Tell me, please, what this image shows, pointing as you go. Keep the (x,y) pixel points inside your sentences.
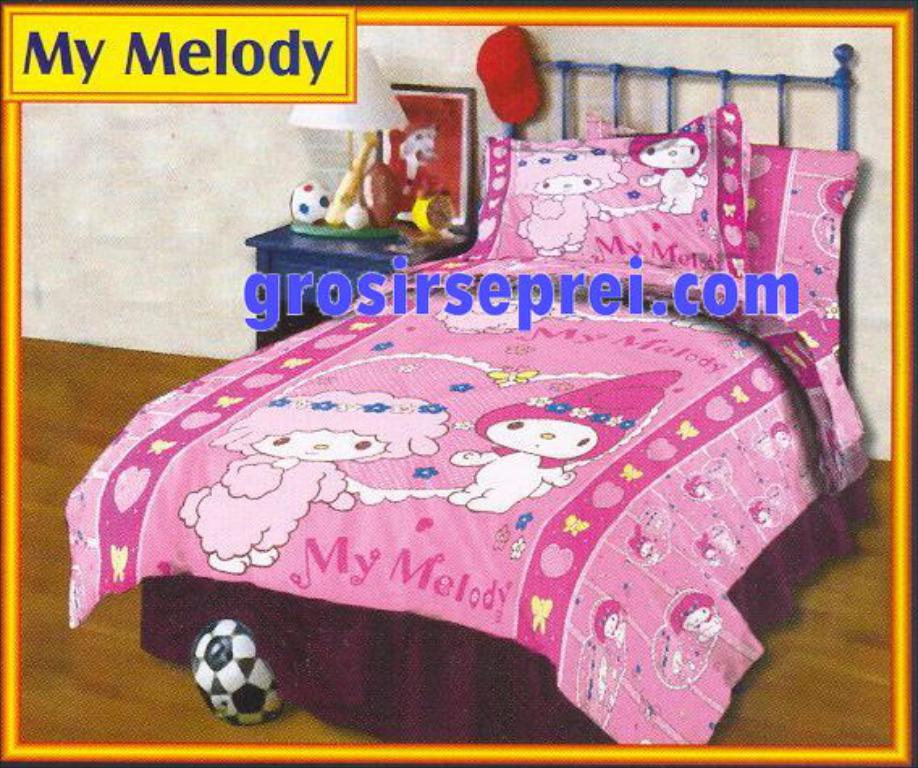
This picture consists of photo frame (17,163), in the frame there is a bed (224,513) and bed sheet (615,381), pillow (634,156), beside the bed (631,175) there is a small table (262,248), on the table (271,240) there is a ball (372,182), photo frame (436,138), bat (346,185), lamp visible and there is a red color cap (527,71) attached to the cot (178,620), in front of cot (271,657) there is a ball (204,662) at bottom, at the top (122,58) there is a text (287,58) and the wall (123,186) visible back side of bed (785,126).
